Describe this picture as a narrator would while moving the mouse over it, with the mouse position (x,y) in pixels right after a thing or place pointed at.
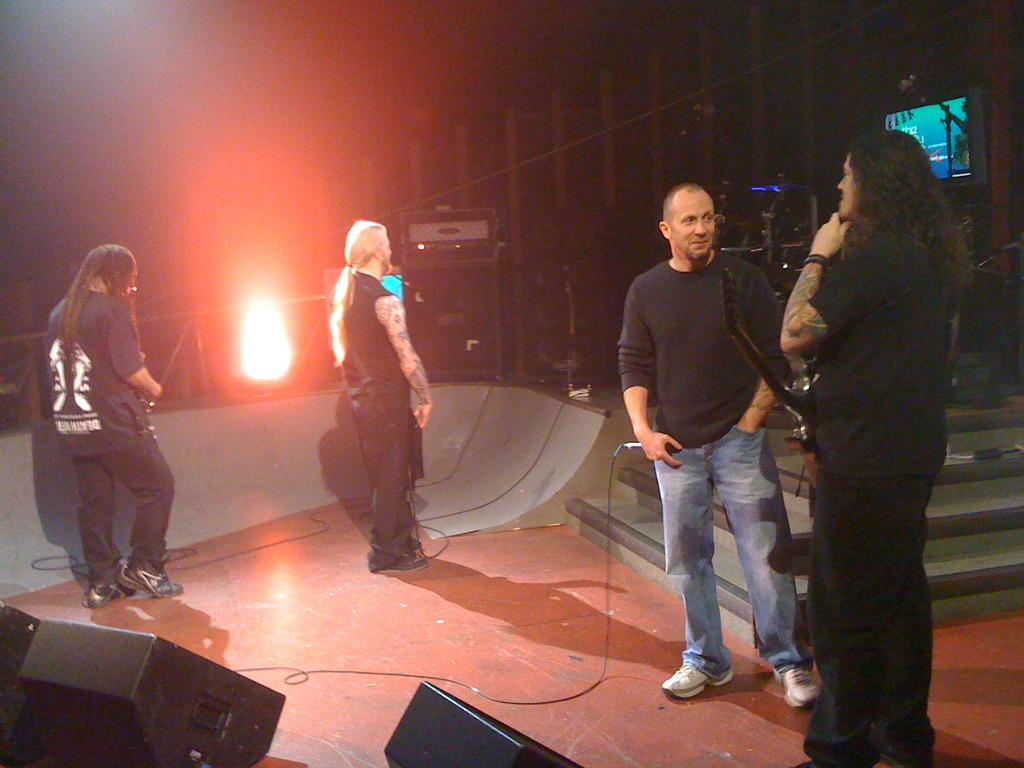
In this image, we can see four persons (672,455) are on the stage (382,635). Few people (393,463) are holding some objects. At the bottom of the image (266,718), we can see black boxes (97,712). In the background (356,82), we can see stairs (653,508), wires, speakers (428,304), musical instrument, light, screen (941,135) and dark view (350,148).
